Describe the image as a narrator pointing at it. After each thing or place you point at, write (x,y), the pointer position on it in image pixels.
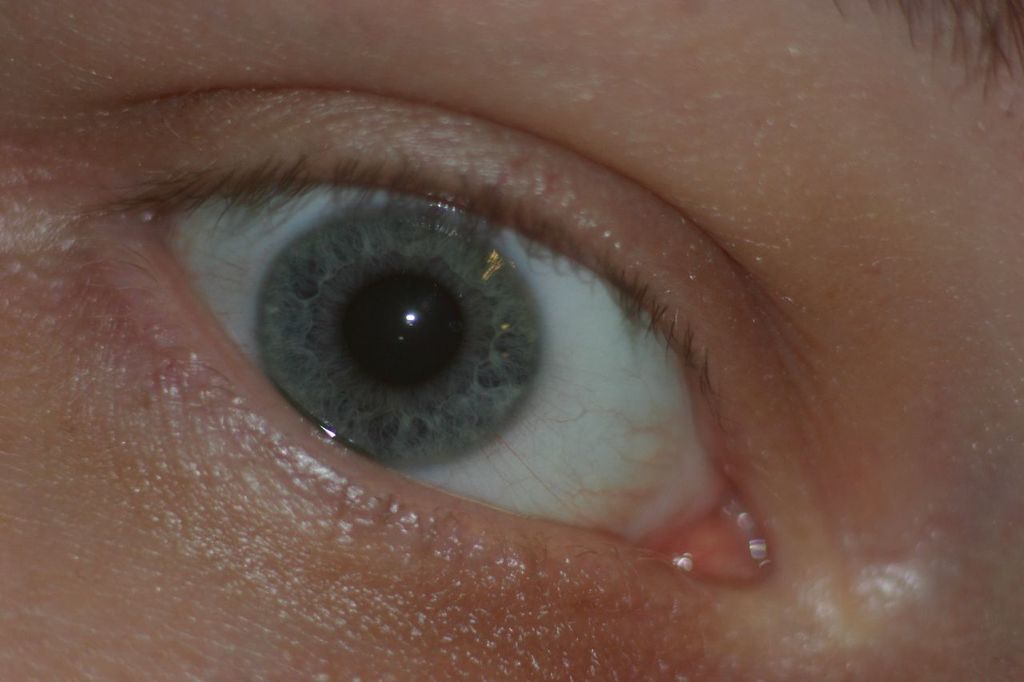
In this image we can see a person's eye (229,292).
